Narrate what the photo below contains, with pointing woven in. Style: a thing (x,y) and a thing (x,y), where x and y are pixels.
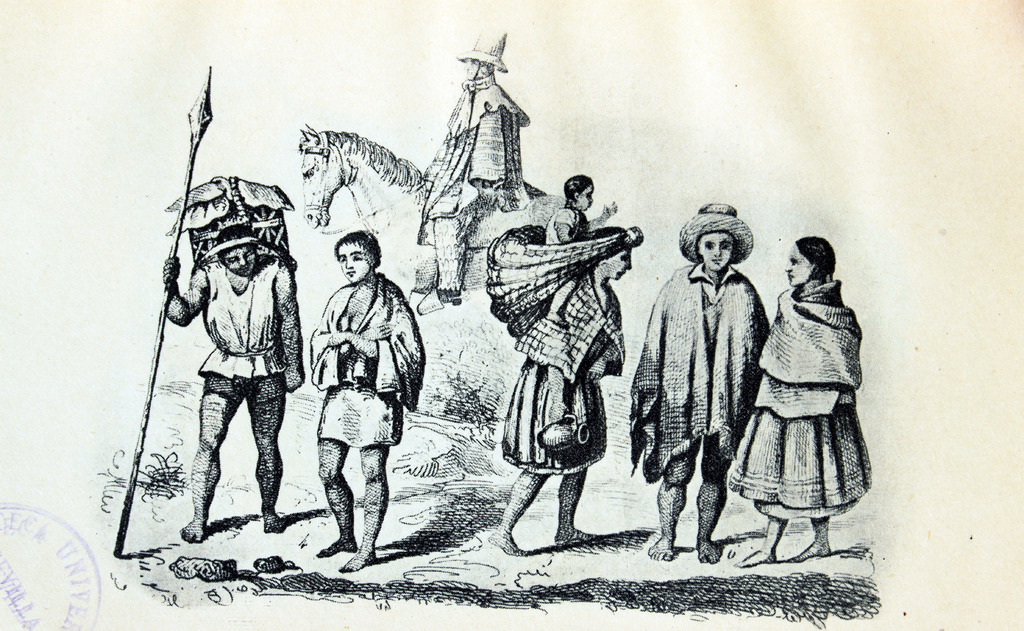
This image looks like a sketch. In this there are seven persons (796,389) along with a horse (420,198). At the bottom (443,496), there is grass (447,505). To the left (225,384) the man (220,345) is holding a weapon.
